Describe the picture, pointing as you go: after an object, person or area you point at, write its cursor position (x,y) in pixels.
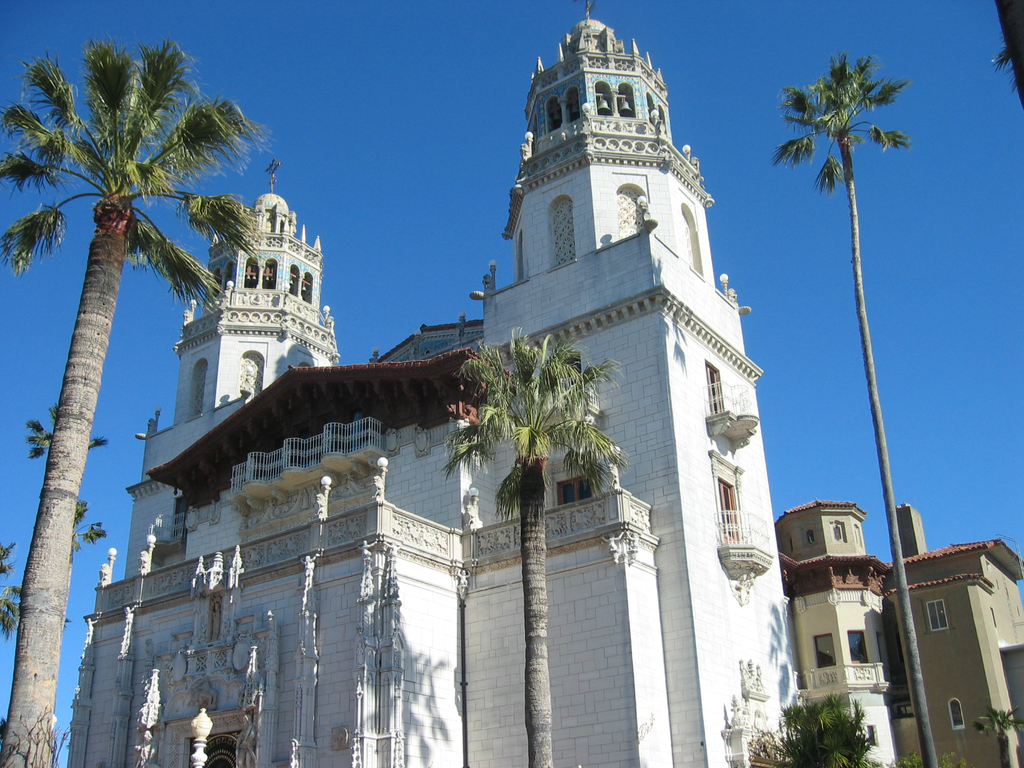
In this picture I can observe white color building (577,497). There are some trees (33,733) in this picture. In the background (395,299) there is sky (742,244).
